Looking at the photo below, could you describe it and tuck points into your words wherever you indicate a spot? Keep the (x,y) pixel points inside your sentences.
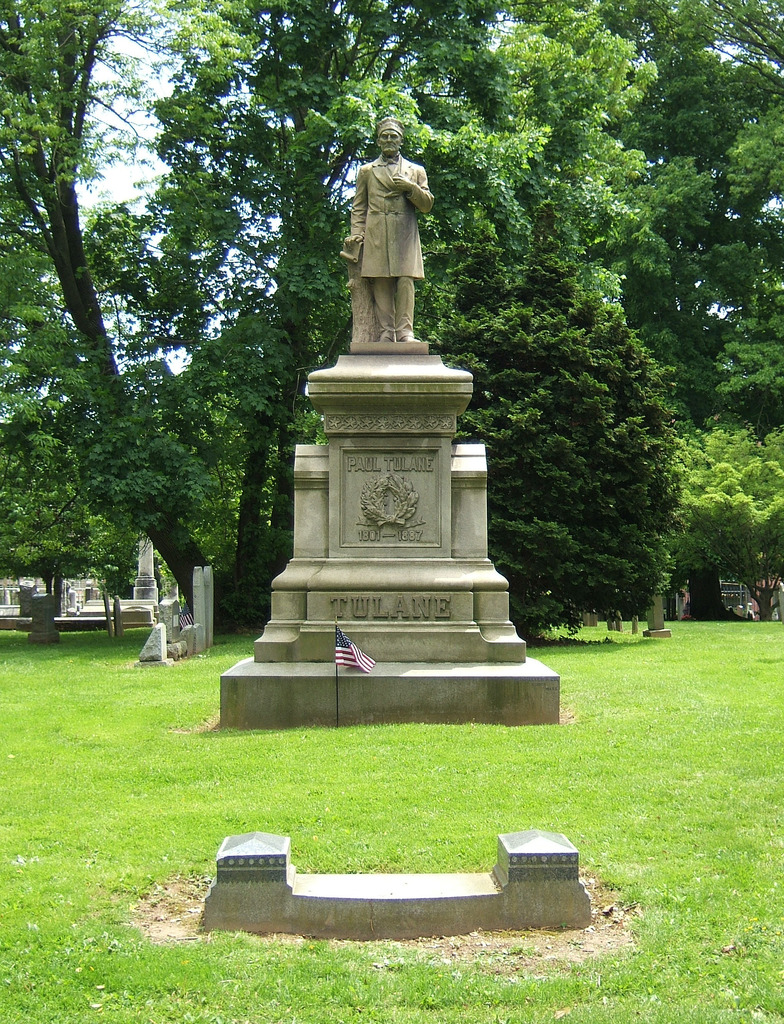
In this image, I can see the sculpture (392,303) of the man (382,329) on the pillar (424,611). This is a flag (344,660) hanging to a pole (336,685). Here is the grass (626,714). These are the trees (575,222) with branches (311,198) and leaves (190,301). I can see the pillar (308,487), which is carved.
